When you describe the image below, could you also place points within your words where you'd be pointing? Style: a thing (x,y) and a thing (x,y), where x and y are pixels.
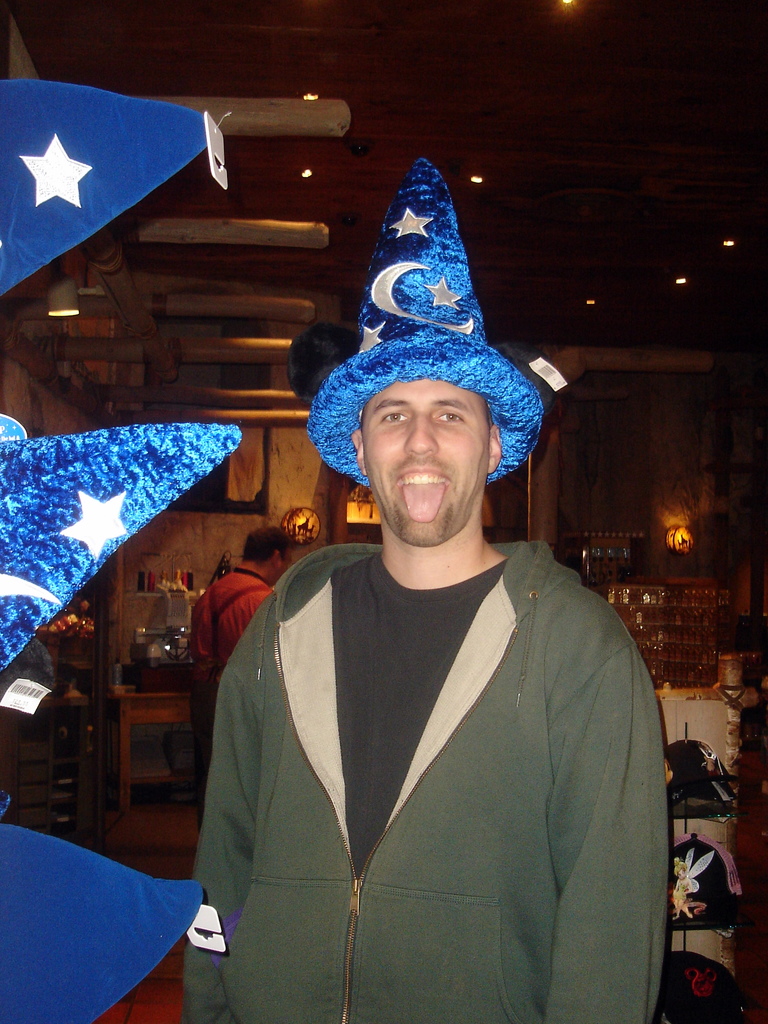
In this picture I can see a man (512,566) standing, he is wearing a cap (400,291) on his head (394,388) and another man (231,579) standing in the back (250,606). I can see few lights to the ceiling (491,19) and few items (147,651) on the table (153,710).
